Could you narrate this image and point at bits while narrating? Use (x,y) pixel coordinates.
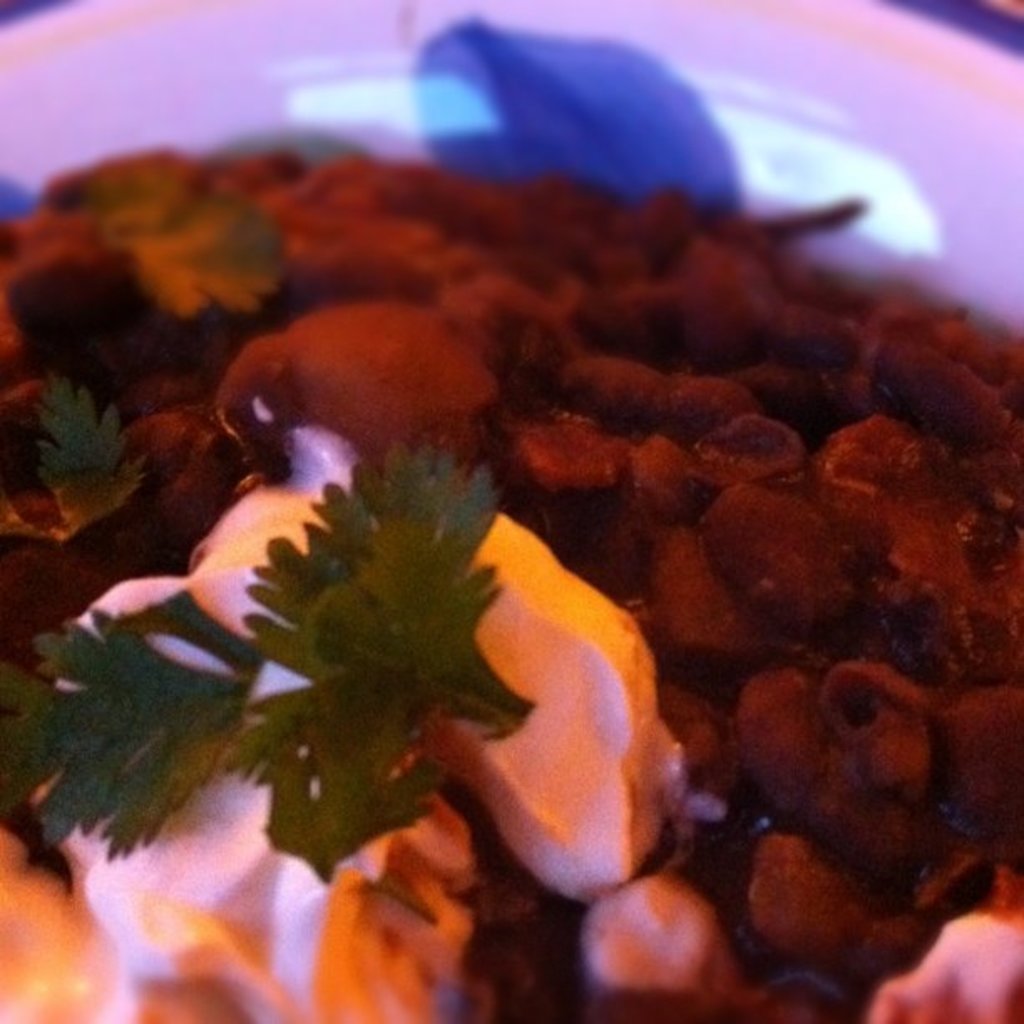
This image consists of food (650,725) it looks like a bean dish (818,774) along with coriander (200,722) kept on a plate (591,131). The plate (641,121) is in white color.
